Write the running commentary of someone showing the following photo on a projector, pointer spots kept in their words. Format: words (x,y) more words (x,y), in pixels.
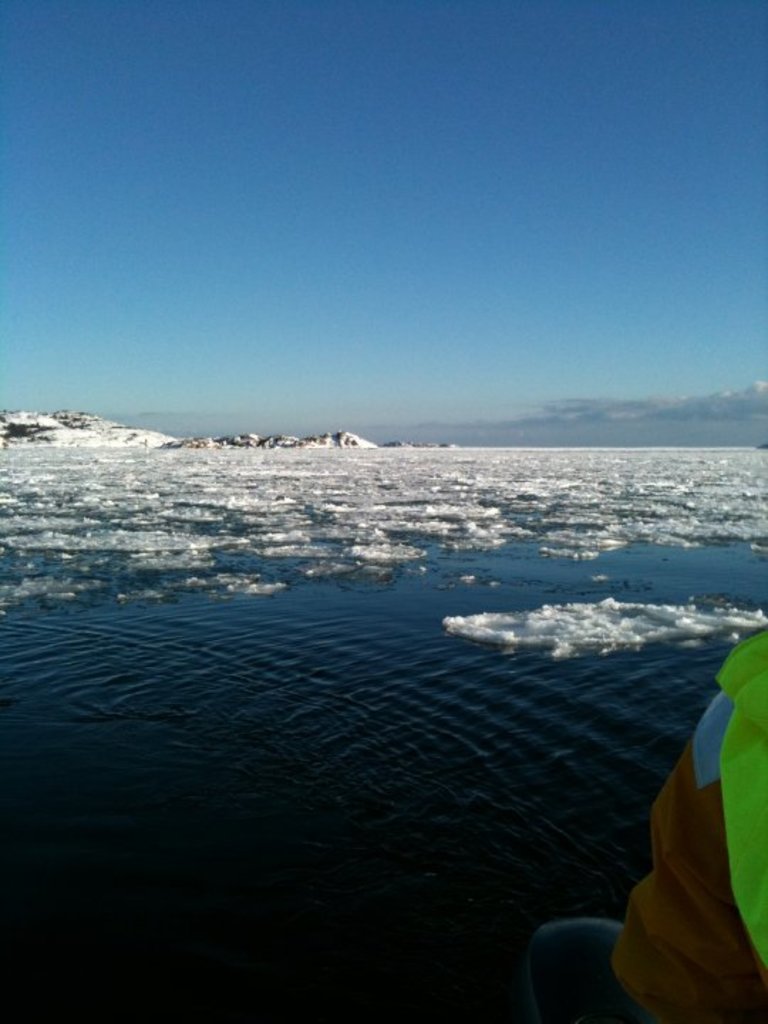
In the image there is a water surface (232,619) it is partially covered with ice (429,496) and on the right side (652,840) there is a person (617,951), in the background (52,421) there is a snow mountain (76,417).
